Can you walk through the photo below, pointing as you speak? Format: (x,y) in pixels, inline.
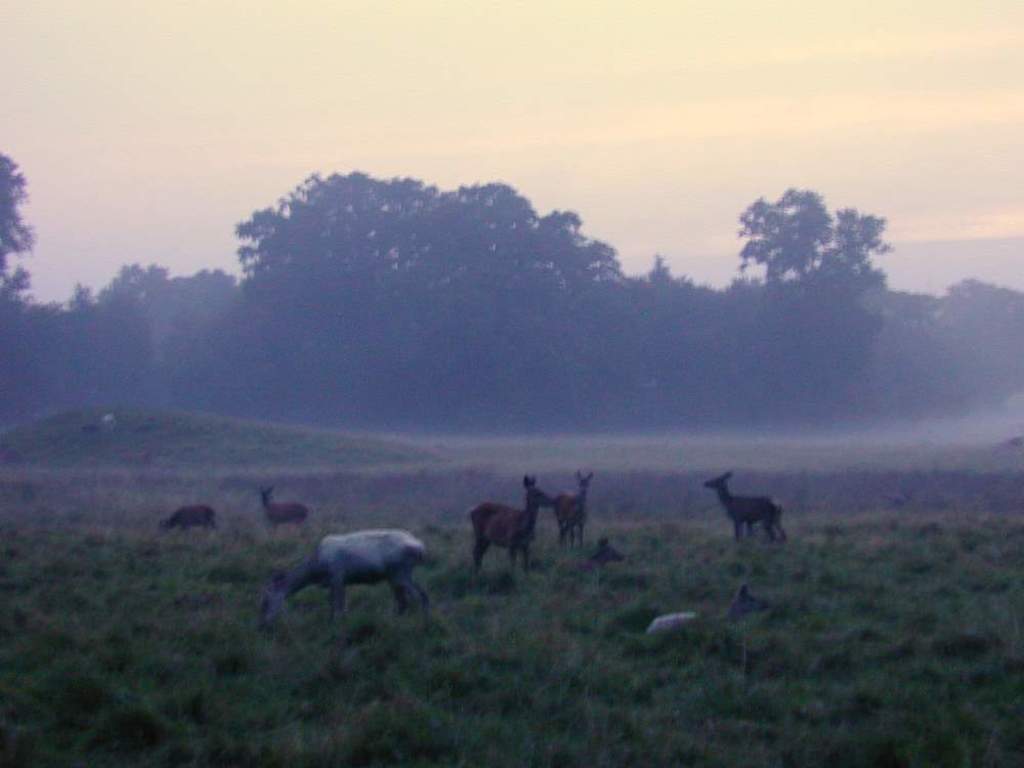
In this image I can see few animals (332,575) are standing on the ground (397,670). These animals (391,535) are in brown and white color. In the back (574,411) I can see many trees (494,290) and the white sky (500,102).
